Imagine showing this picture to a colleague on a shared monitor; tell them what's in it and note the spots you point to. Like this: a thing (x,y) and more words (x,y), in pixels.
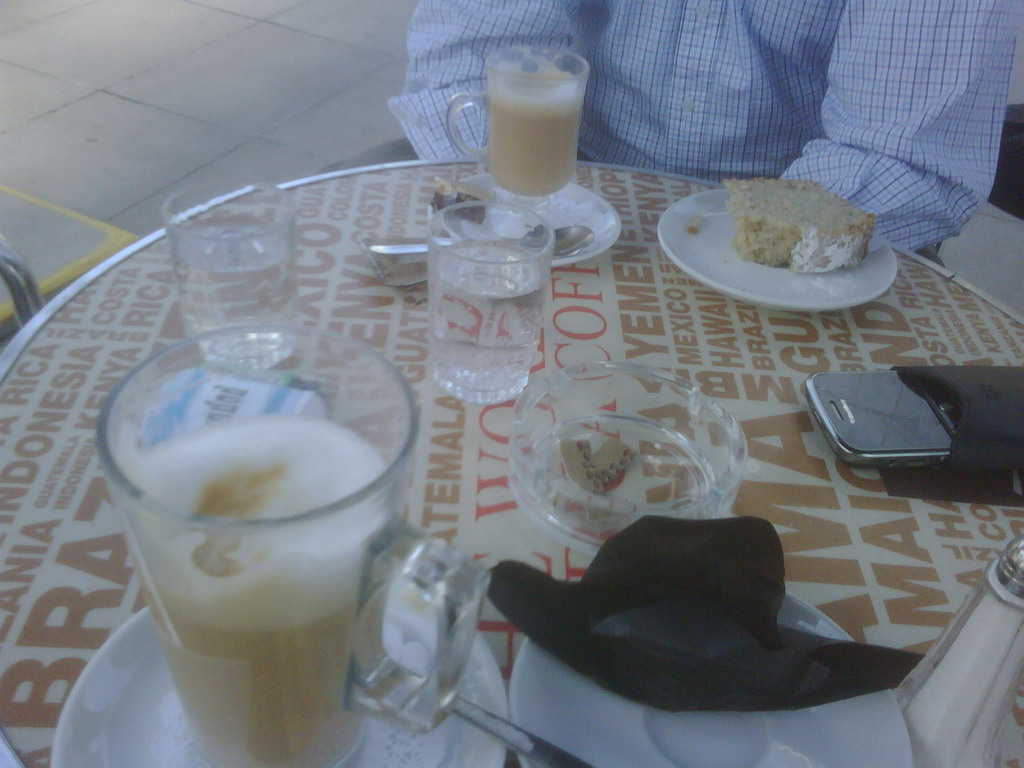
In this image i can see some food items (808,243) and drinks (436,312) which are kept on the table (406,306).
